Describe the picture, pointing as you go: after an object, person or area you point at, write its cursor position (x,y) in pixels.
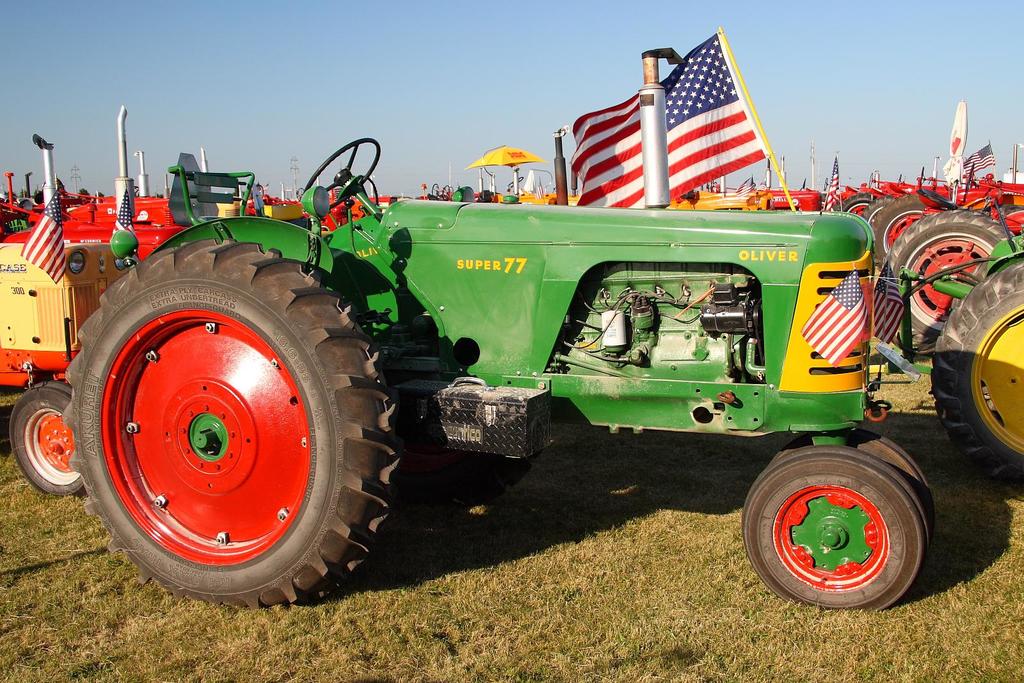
In the picture we can see a tractor (682,393) on the grass surface (690,592) and behind it, we can see some other tractors (1023,398) and in the background (501,182) we can see the sky (76,78).
